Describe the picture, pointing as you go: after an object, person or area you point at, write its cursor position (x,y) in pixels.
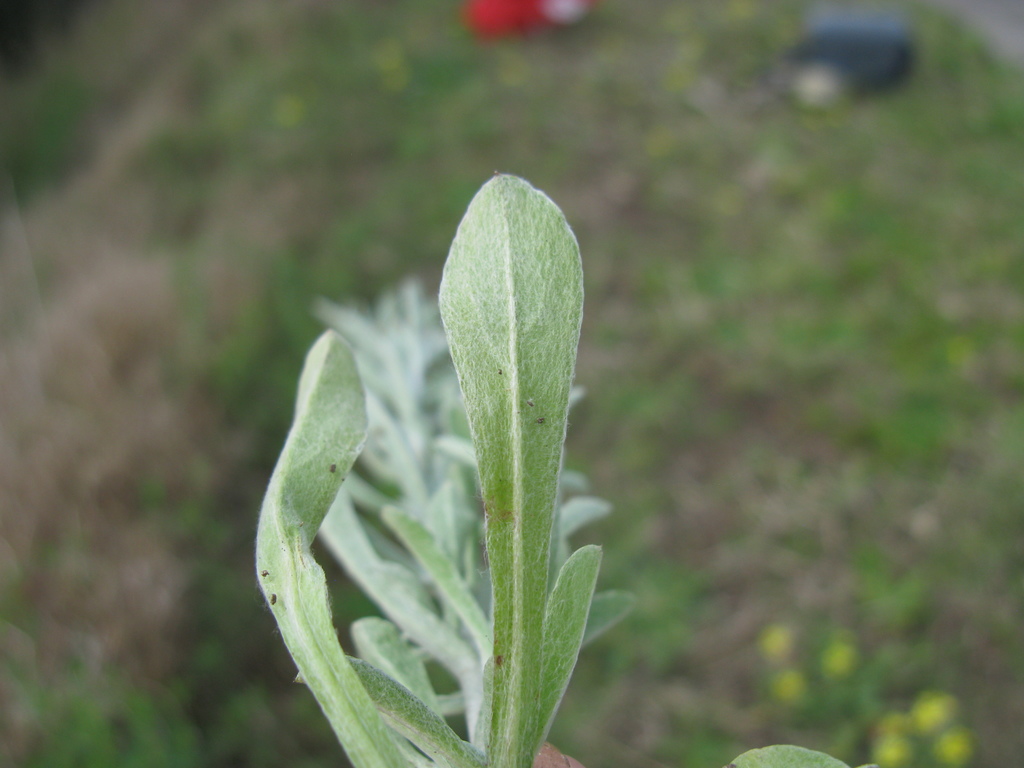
In this image I can see the plant (381,440). To the side of the plant (459,448) I can see the grass (691,374) and two objects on the grass (571,85) which are in red and blue color.
